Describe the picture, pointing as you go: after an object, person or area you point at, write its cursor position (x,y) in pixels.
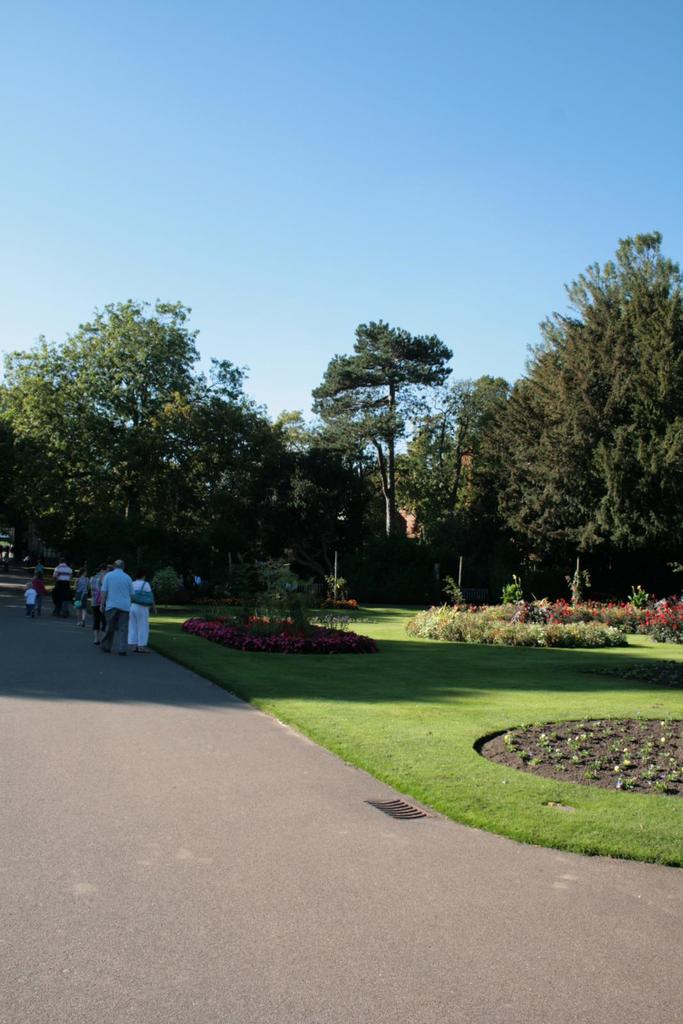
On the left side of the image (115,596) we can see some persons (95,589) are walking and some of them are carrying bag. In the center of the image (380,366) we can see trees (509,552), grass (422,649), bushes (375,596), flowers (558,602), plants (553,636) are there. At the top of the image (450,121) there is a sky (487,115). At the bottom of the image (309,940) there is a road (356,923).
